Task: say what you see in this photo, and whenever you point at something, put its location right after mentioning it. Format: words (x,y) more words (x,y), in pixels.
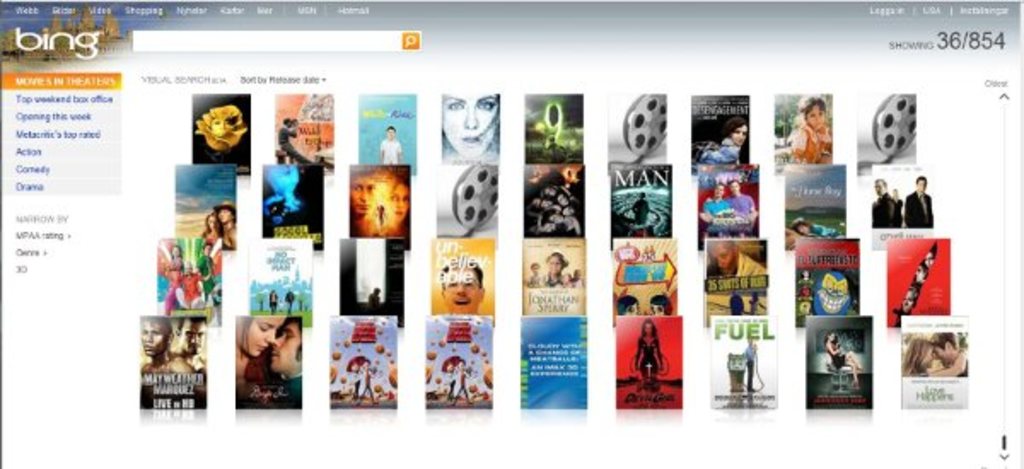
In this image I can see the screenshot (443,195) in which I can see number of pictures (462,392). I can see the search bar (217,41) and something is written.
